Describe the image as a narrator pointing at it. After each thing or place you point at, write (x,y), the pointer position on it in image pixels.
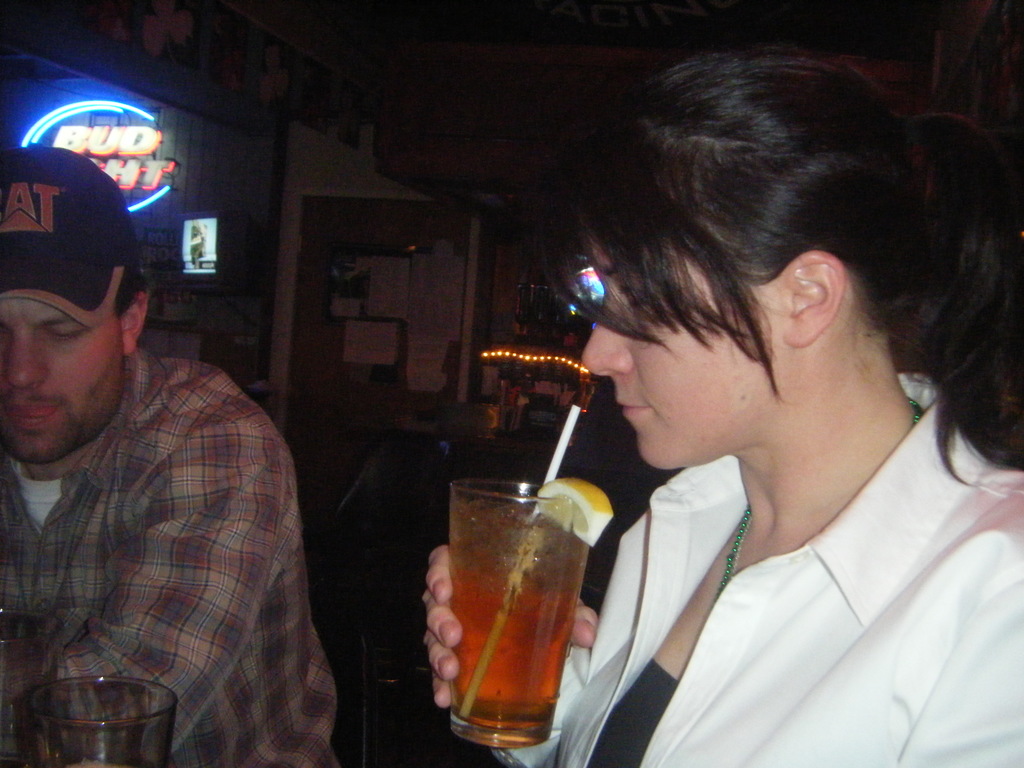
In this picture we can see few people (688,424), on the right side of the image (687,403) we can see a woman (641,431), she is holding a glass (481,529) and we can find drink (495,600) in the glass (513,617), in the background (144,126) we can find a digital board (87,132) and few papers (415,328), and also we can see few lights (535,356).
